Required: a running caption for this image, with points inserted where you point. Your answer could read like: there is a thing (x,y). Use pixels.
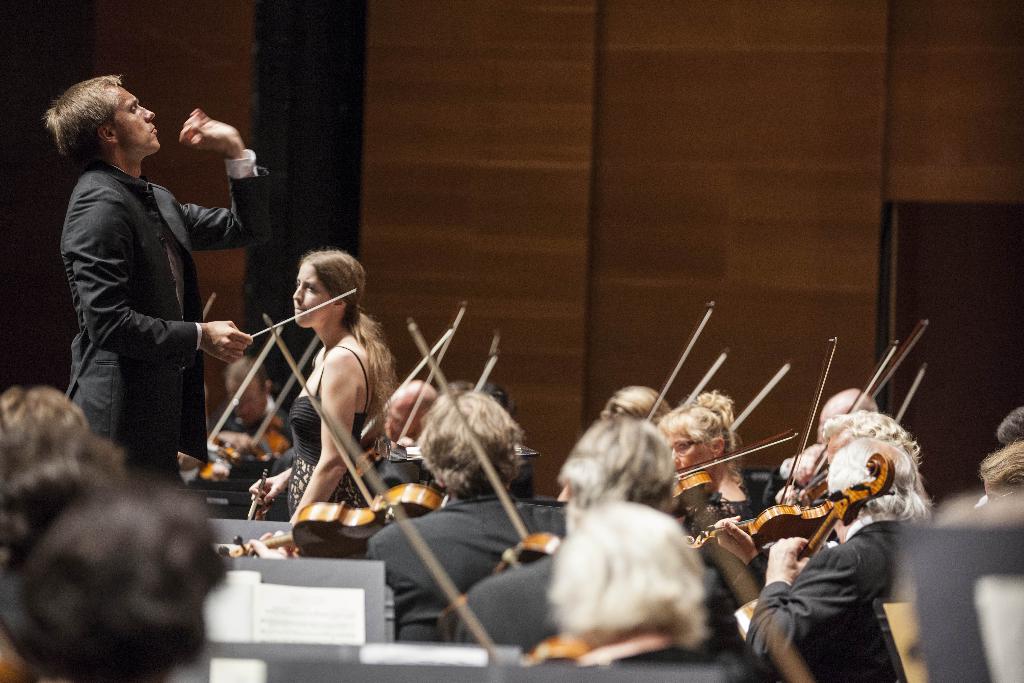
Here in this picture we can see a group of people (459,449) playing violin (396,486), as we can see musical notes (304,621) present in front of them on the stand (374,631) and in front of them we can see a man (137,275) standing and training them and we can also see a woman (328,341) present.
